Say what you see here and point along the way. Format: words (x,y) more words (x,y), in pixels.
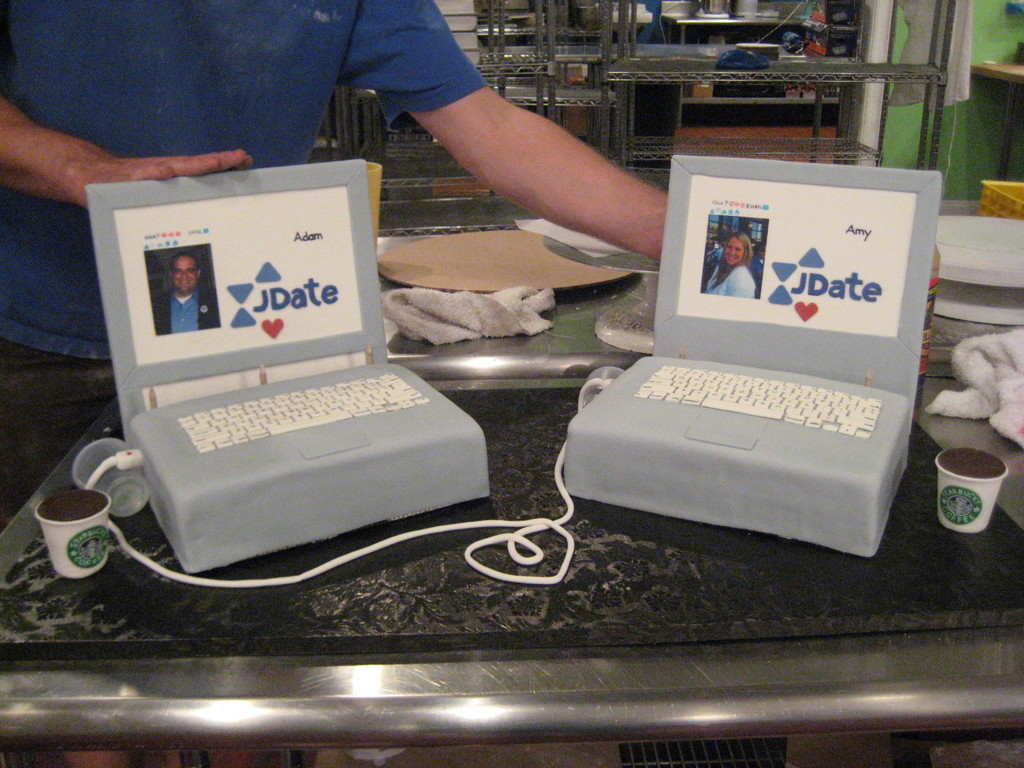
Here there are laptops (665,451), here a man (67,199) is standing, this is cup (86,546), cable (501,571), bottle (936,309), cloth (491,322) is present.
